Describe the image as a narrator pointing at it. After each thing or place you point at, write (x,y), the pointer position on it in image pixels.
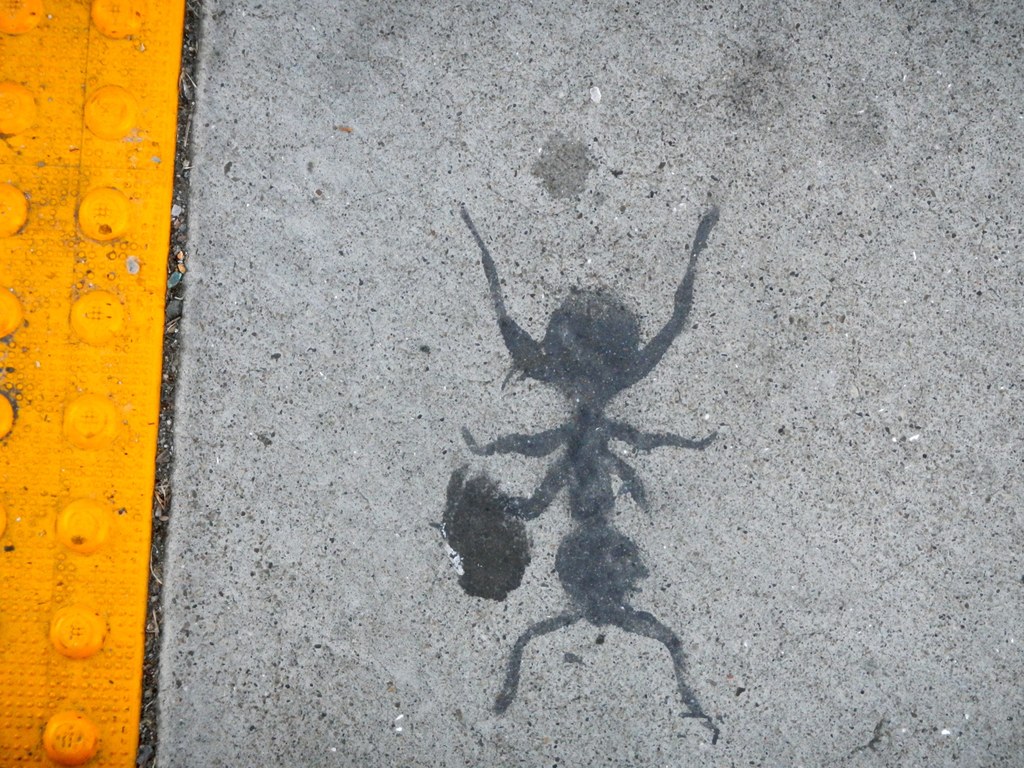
In this image, we can see depiction of an insect (614,375) on cement surface (347,345). There is a tile (113,354) on the left side of the image (107,295).
